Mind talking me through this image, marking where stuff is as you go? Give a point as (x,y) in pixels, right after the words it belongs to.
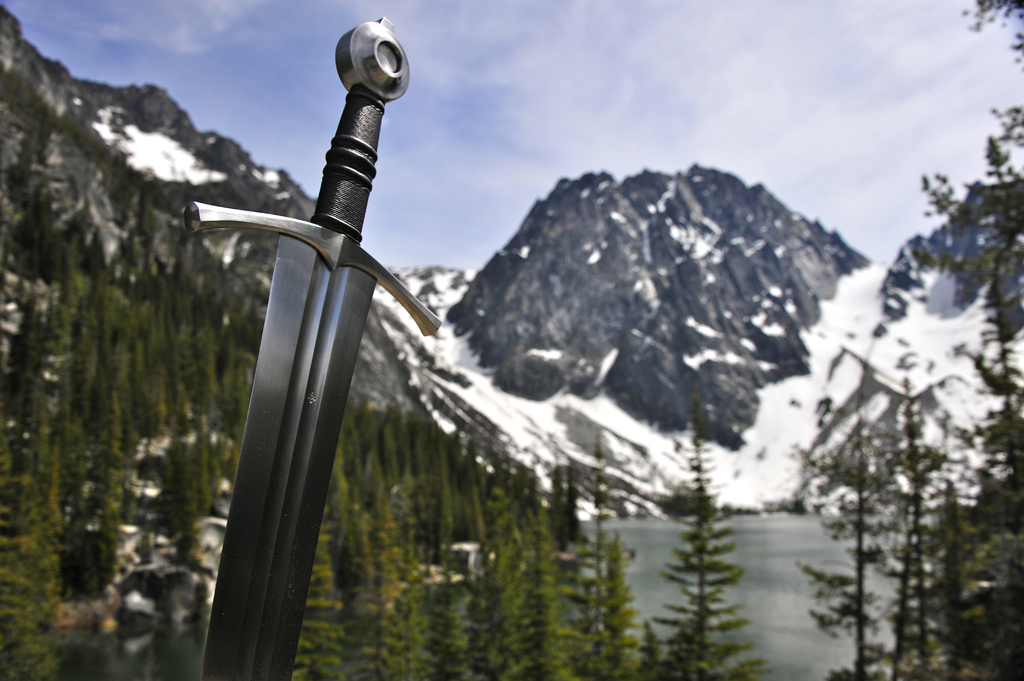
In this picture I can observe a sword (334,325) on the left side (320,389). In the background (417,554) I can observe trees (508,606), mountains (684,276) and some clouds (579,164) in the sky (568,87).
